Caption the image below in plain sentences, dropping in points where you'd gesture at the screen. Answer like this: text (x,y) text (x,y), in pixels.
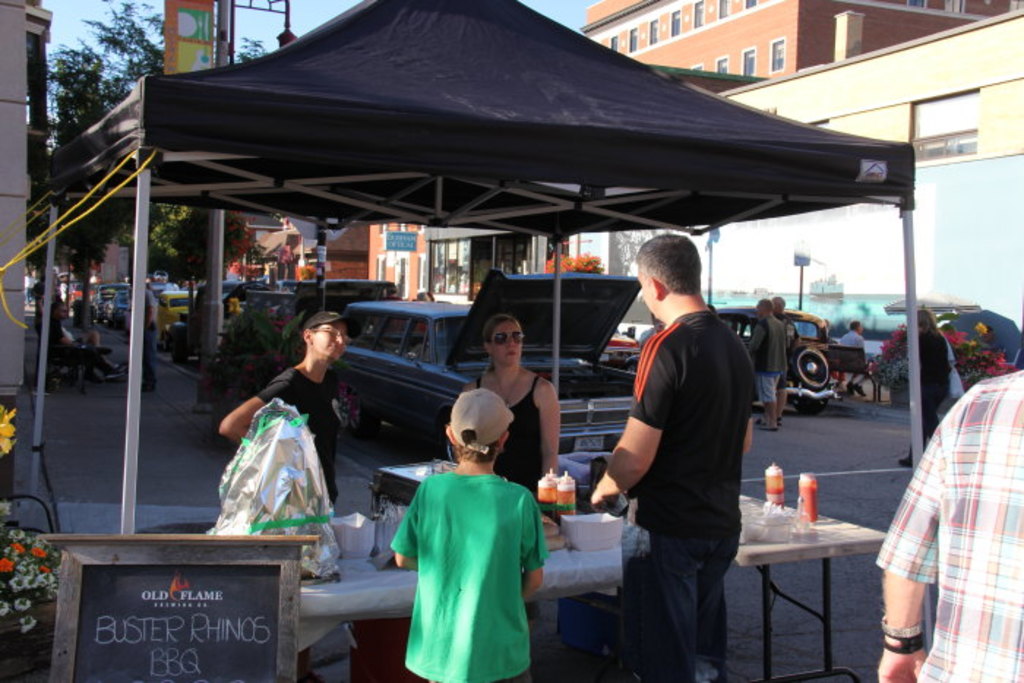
In the image we can see there are people (551,449) who are standing and in front of them there is a table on which there is a food item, ketchups (572,491) and tissues (579,525) and over them there is a tent (512,131) and that side there is a car (434,350) which is parked on the footpath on other side there are car (811,345) which is parked on the road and the people (761,320) who are standing and on the back (402,254) there are lot of buildings (398,273) and trees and there is a board (157,576) in front which says "Buster Rhinos BBQ".
